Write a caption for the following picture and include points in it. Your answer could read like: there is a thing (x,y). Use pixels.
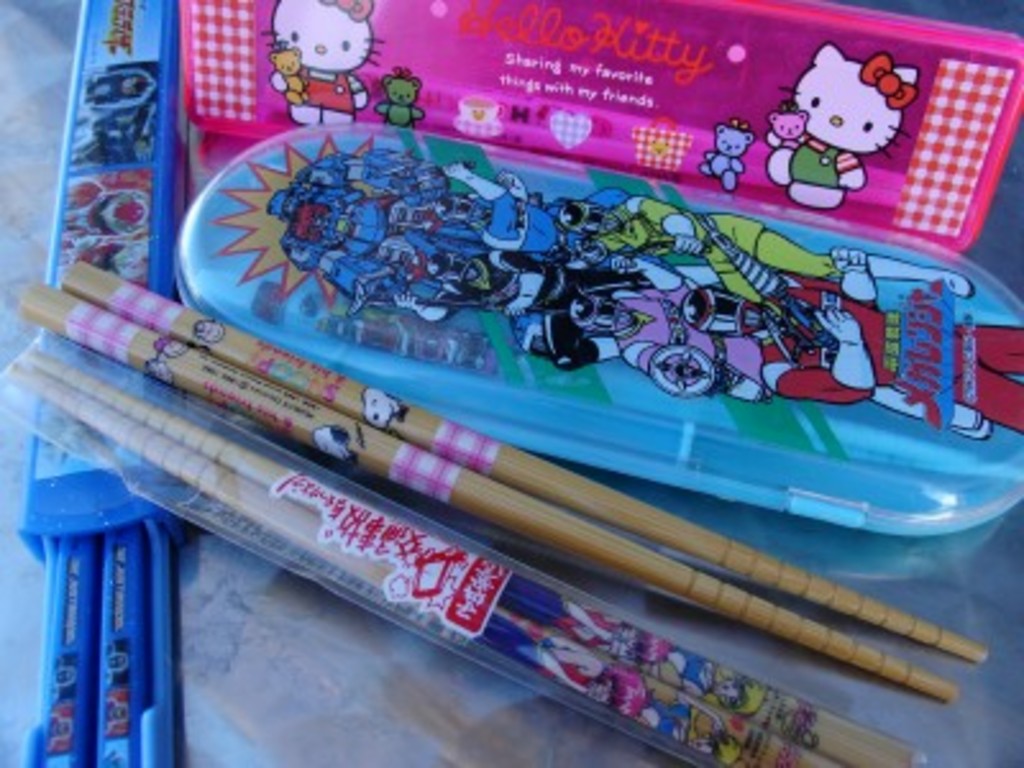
In this picture there is a pink, a blue box (507,269). There are four wooden sticks (560,485) and blue object (94,551).
